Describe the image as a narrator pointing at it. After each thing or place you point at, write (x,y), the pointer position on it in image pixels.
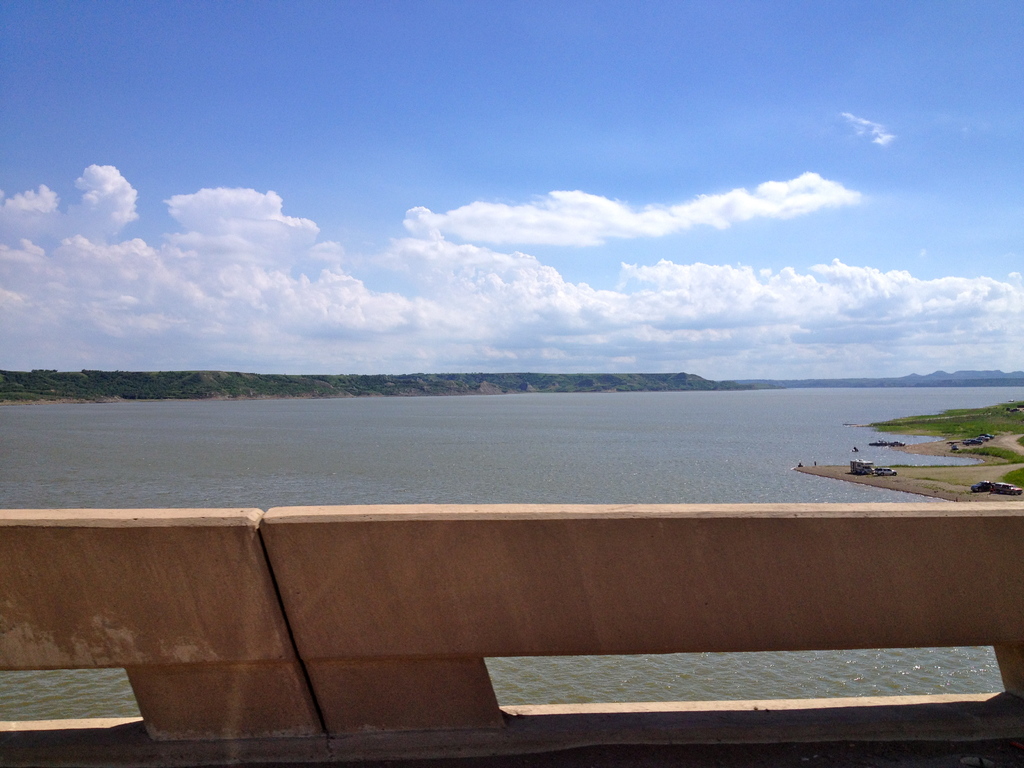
In the image in the bottom (131,578) we can see concrete barrier (442,548). In the background (480,159) we can see sky (21,361), clouds (724,318), hill (9,376), trees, water (505,470), vehicles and grass (1011,416).
